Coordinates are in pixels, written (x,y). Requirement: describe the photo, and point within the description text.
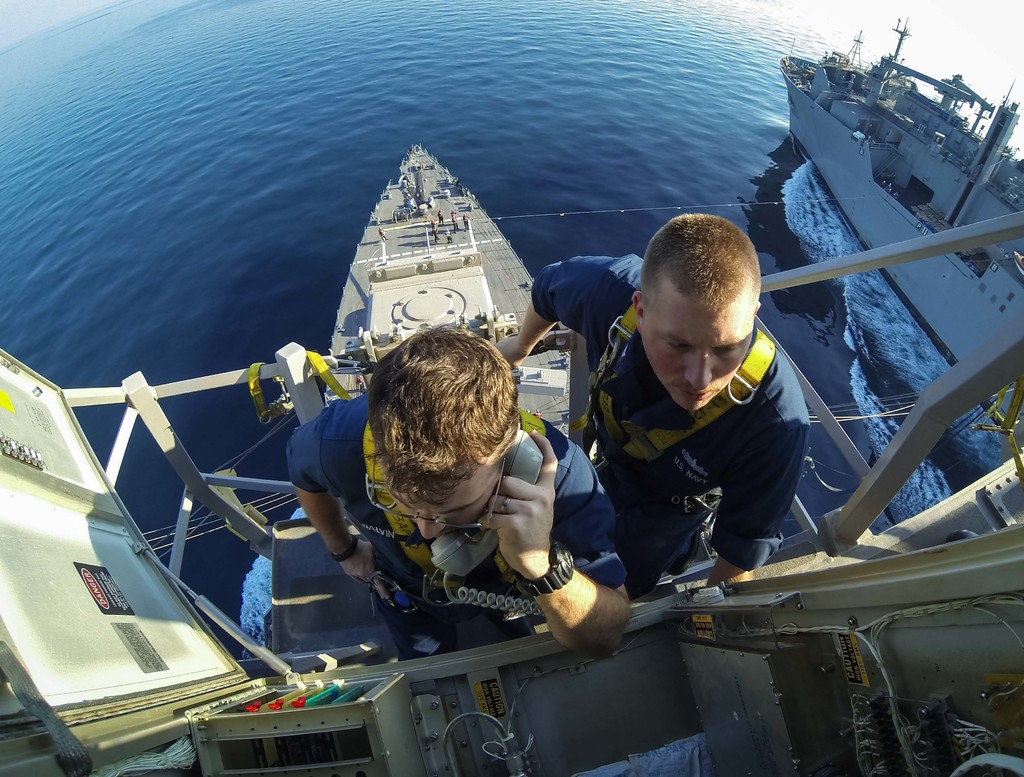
In this picture there is amphibious transport dock (433,327) in the image and there is a ship (893,144) in the top right side of the image (818,127), on the water (627,107) and there is water (623,137) around the area of the image.
